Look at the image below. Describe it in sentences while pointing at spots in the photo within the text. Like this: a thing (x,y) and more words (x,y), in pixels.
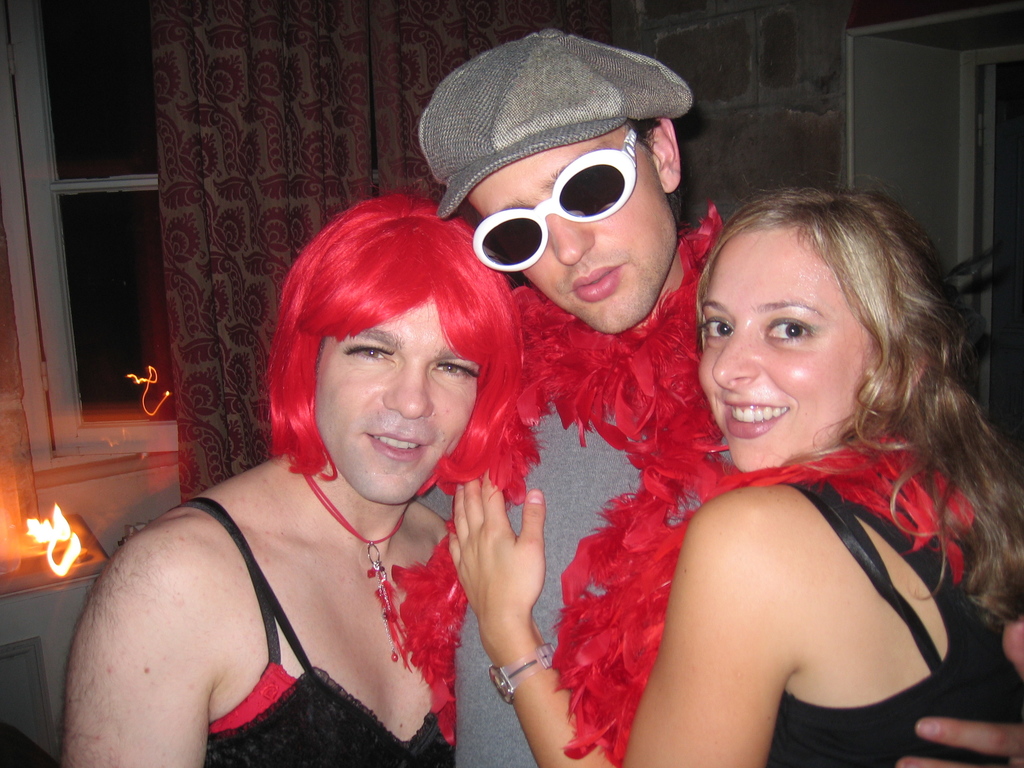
There are three people (462,418) standing and posing for the photo, there are two men (610,485) and a woman (750,527). Two of them are wearing a red garland (681,467) around their neck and another person (324,401) is wearing a red wig (348,252) on his head (353,231), behind them there is a curtain (356,128) in front of the window (24,166) and on the right side (765,89) there is a wall (786,130) and beside the wall (798,78) there is a door (989,197).
